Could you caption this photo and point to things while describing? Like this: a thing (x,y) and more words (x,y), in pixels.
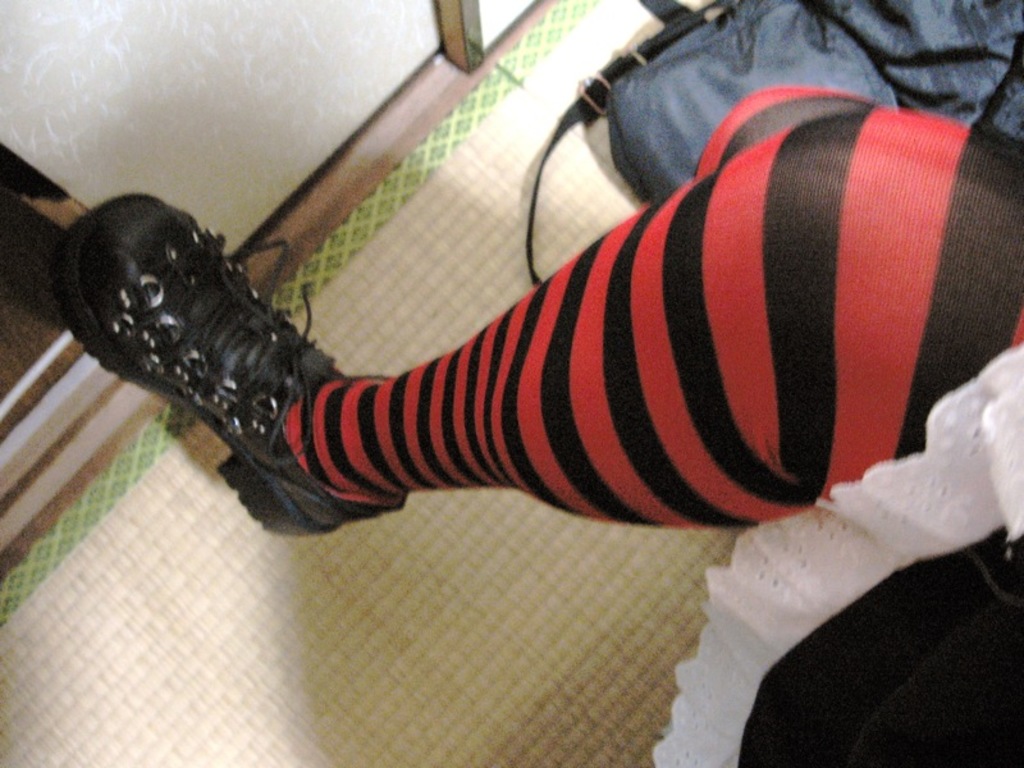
In the foreground of the picture (507,334) there is a person's leg (742,366). At the top (741,88) there is a bag (847,42). On the left (168,28) it is door (267,76).
